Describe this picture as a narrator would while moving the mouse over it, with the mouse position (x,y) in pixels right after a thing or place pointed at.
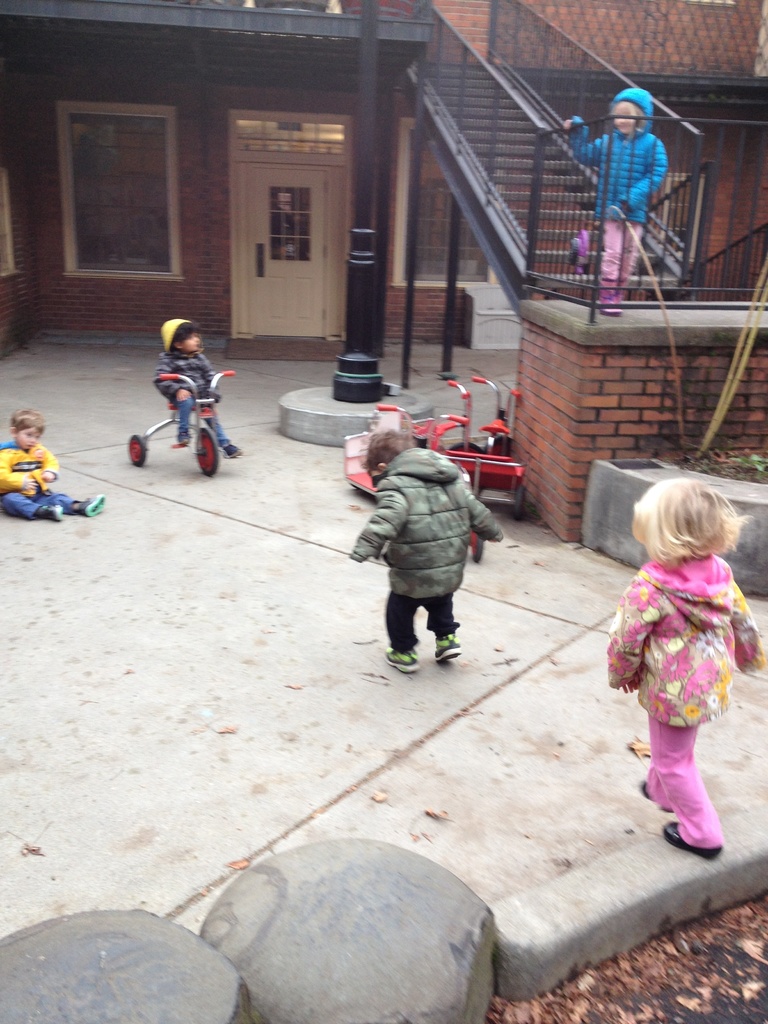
In this picture there are some children (51,497) playing on the ground (289,459). There is a railing (603,192) on the right side (618,174). I can observe a kid (618,125) standing behind this black railing (608,155). There is a black color pole (368,294) in the middle of this picture (359,373). In the background (355,12) there is a house (315,182).
